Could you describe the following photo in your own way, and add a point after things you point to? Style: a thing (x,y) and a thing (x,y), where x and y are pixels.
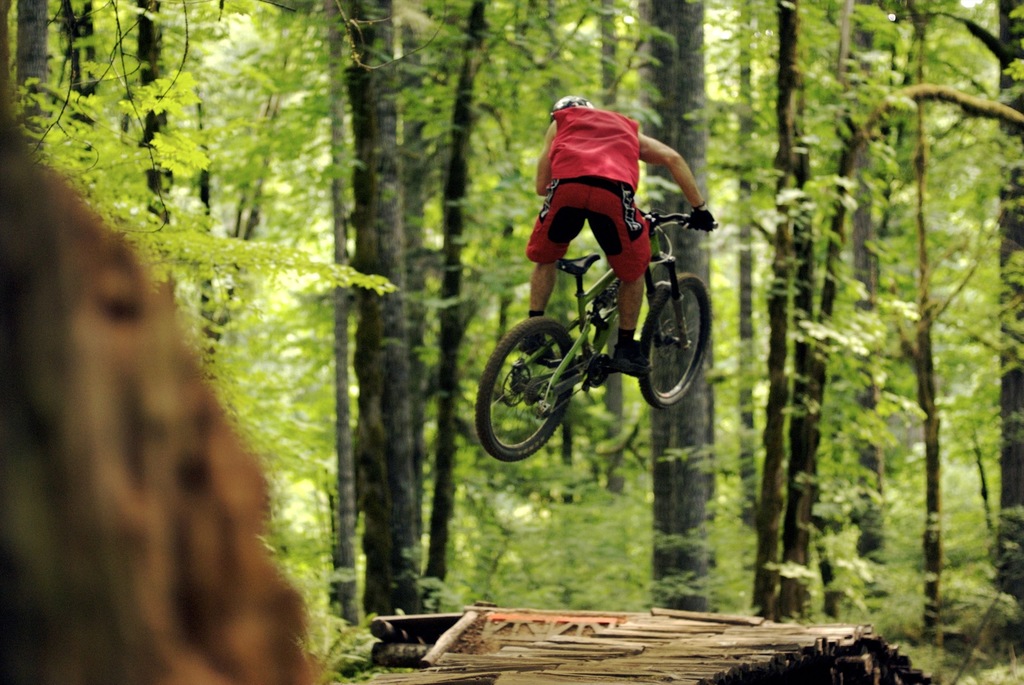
In this image I can see a person (637,182) with his cycle (597,255). In the background (507,121) I can see number of trees (710,76).
